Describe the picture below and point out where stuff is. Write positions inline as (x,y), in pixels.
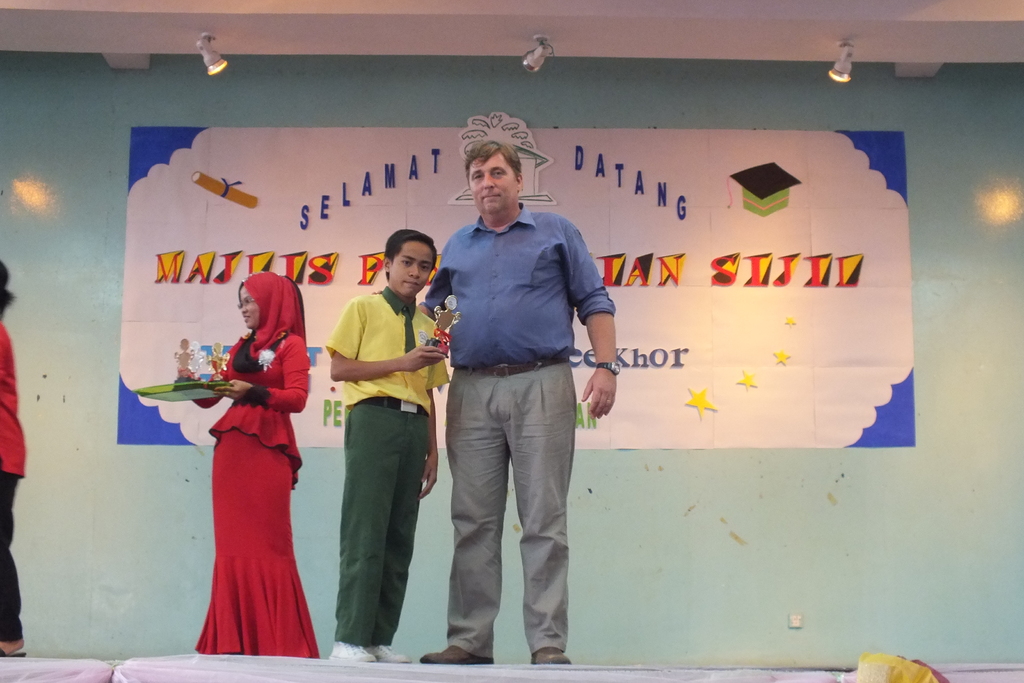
In this image, we can see three people (494,300) standing and wearing clothes (496,554). There is a poster (237,183) on the wall (48,449). There are lights (845,77) at the top of the image (840,64).
